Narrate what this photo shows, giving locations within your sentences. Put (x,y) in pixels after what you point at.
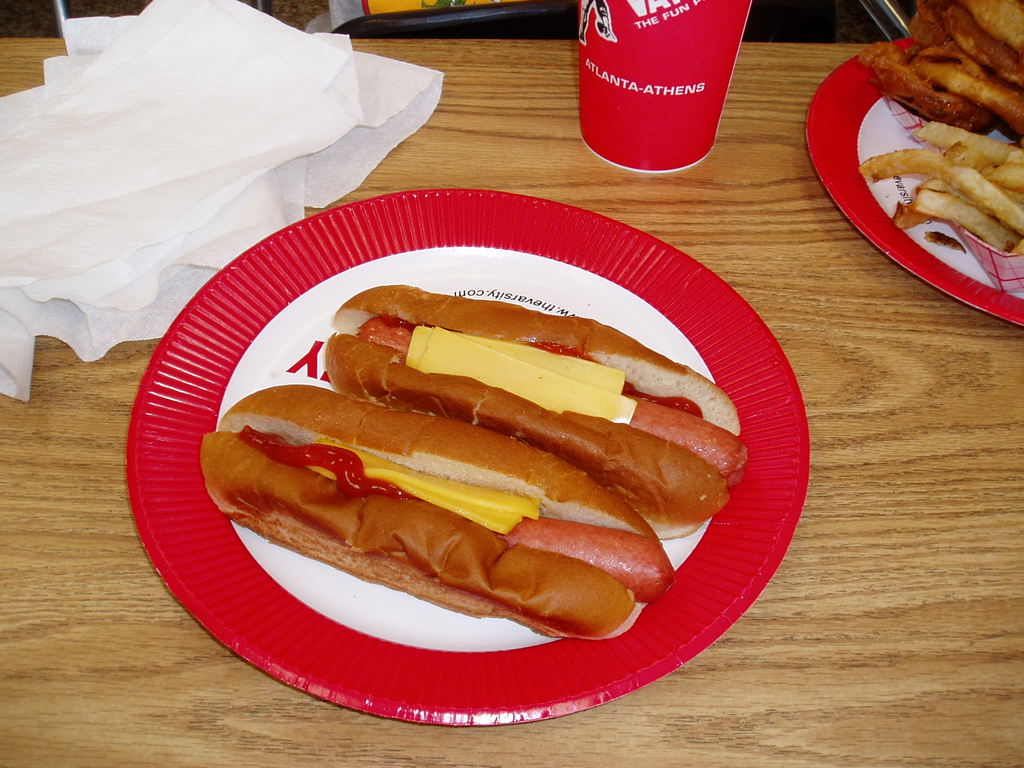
In this picture we can see a table (880,632), there are two plates (919,257), a glass (662,106) and papers (118,169) present on the table (536,105), we can see two hot dogs (615,465) in this plate (310,296), we can see finger chips (957,162) in this plate (906,187).
